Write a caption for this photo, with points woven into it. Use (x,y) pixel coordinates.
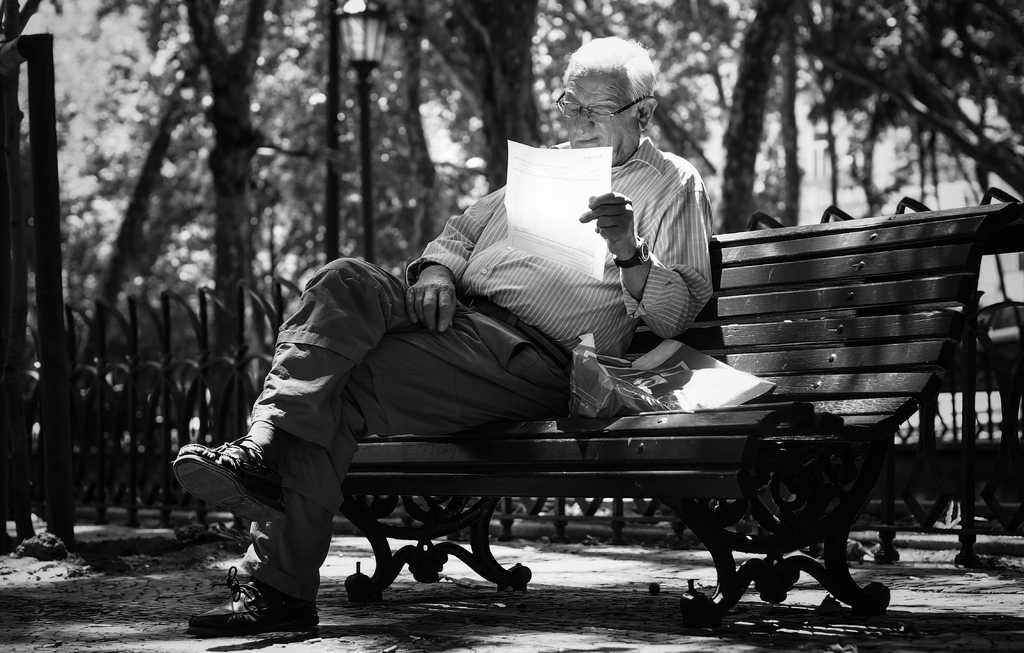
This is a black and white picture. Here we can see a man (685,321) sitting on a bench (441,444) and he is holding a paper (594,156) with his hand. There is a plastic cover (634,362) on the bench (690,440). In the background (76,393) we can see a fence (237,370), poles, light (349,40), and trees (343,145).
